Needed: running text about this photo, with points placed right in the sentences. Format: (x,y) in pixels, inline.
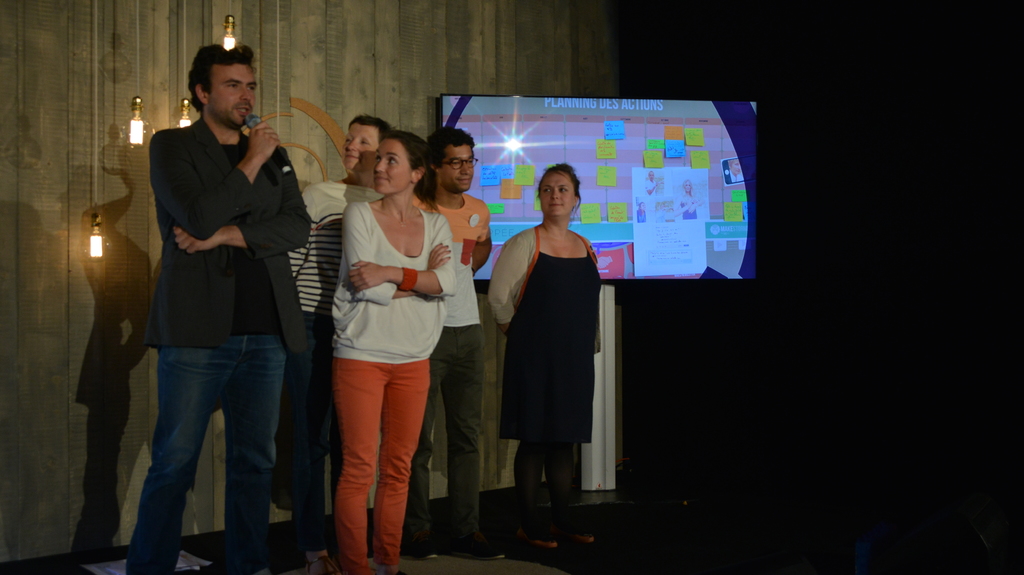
In this image we can see a person (203,297) holding a mic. Beside him there are people (428,347) standing. In the background of the image (551,85) there is wooden wall (32,108). There are light (137,124). There is a TV screen (574,161). At the bottom of the image (616,564) there is floor (419,562).
